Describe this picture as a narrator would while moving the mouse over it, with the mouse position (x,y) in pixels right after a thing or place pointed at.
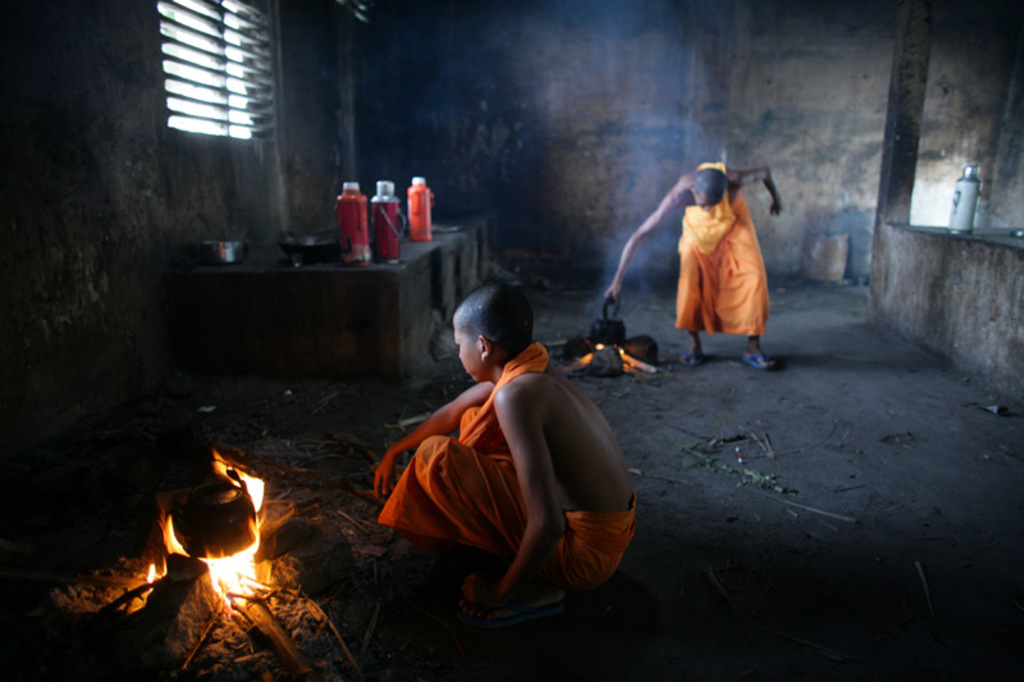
This is the picture of a place where we have a person (446,463) who is sitting in front of the bonfire (246,561) on which there is something and to the side there is a counter (308,332) on which there are some things (380,242) placed.
